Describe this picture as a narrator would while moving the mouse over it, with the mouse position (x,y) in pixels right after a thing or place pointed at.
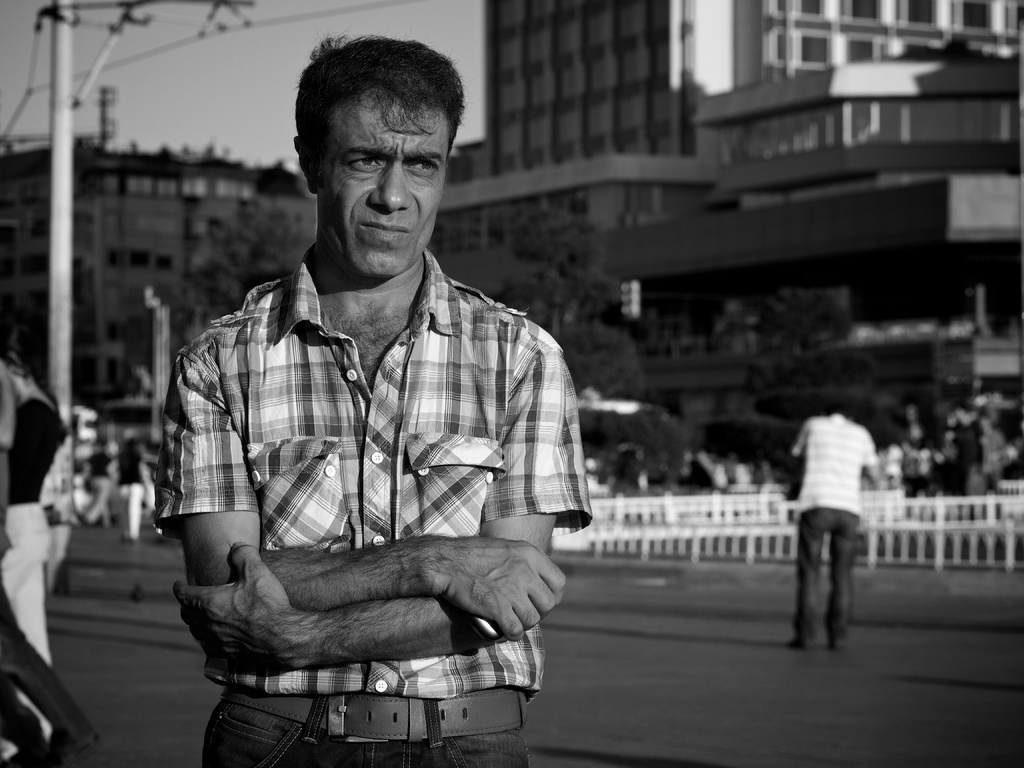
It is a black and white picture. In the center of the image (502,468) we can see one person (426,575) is standing. In the background (197,78), we can see the sky (213,78), buildings (958,166), trees (750,447), poles (168,304), fences (720,493), few people (1007,464) are standing and a few other objects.
